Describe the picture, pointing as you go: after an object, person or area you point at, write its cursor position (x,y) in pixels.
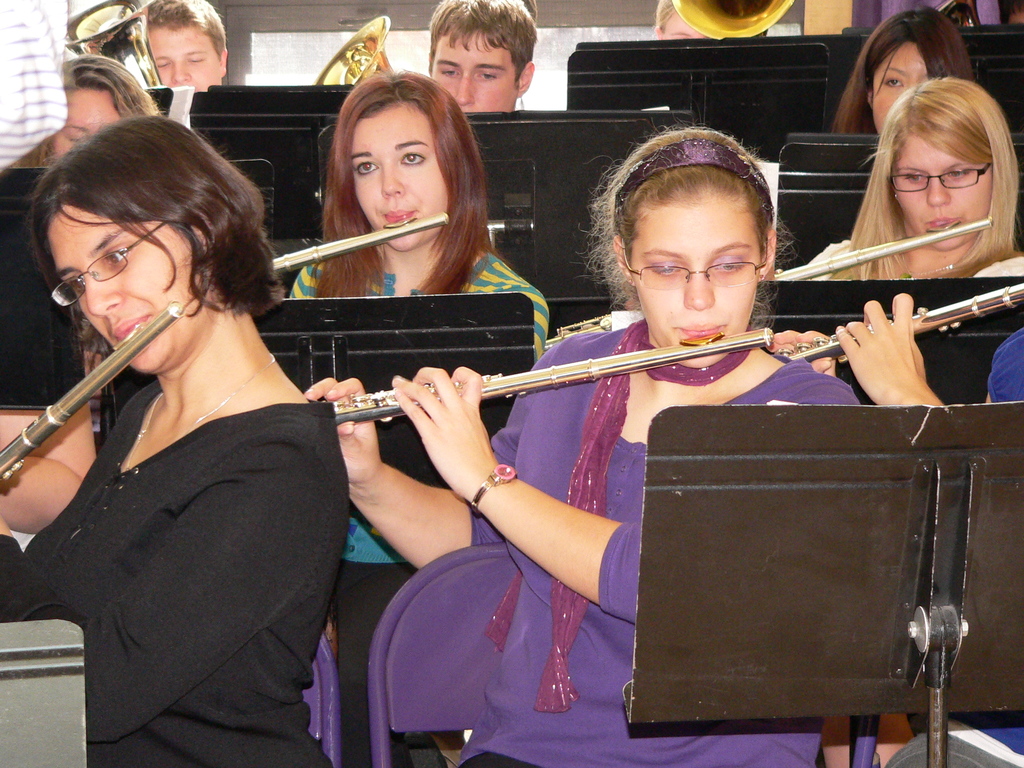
In the image there are few people (549,355) sitting. In front of them there are book holders (871,508) with stands (956,622). And they are holding musical instruments (394,391) in their hands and they are playing.
